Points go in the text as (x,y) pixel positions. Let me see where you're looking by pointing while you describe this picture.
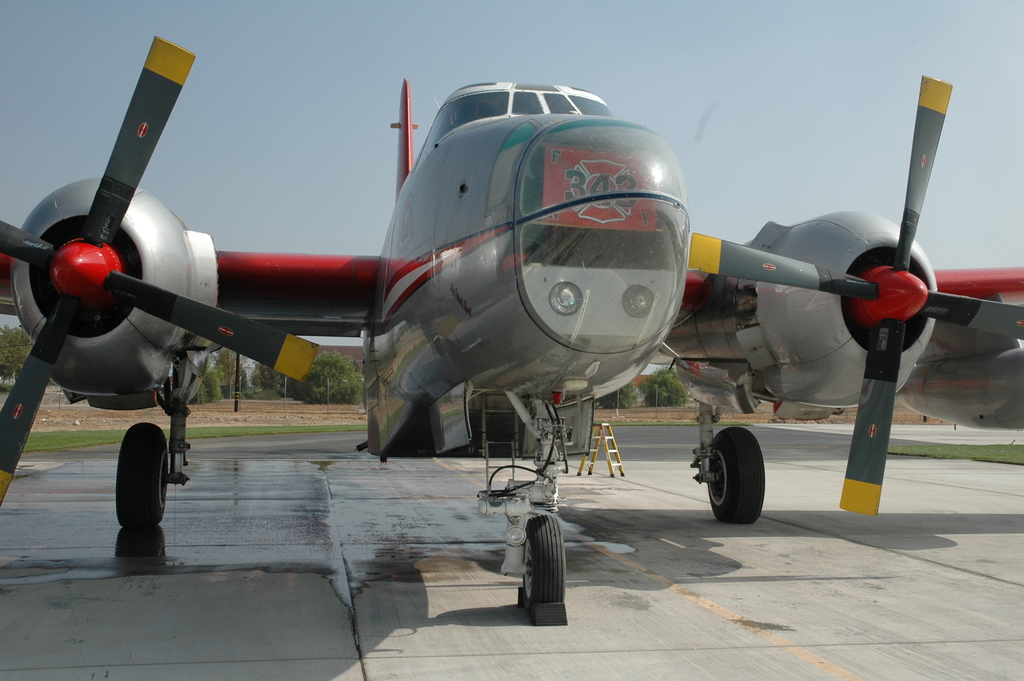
In this picture we can see an aircraft (482,304) in the front (511,304), in the background (332,375) there are some trees (336,357) and grass (220,431), there is the sky (308,109) at the top of the picture (303,88).
